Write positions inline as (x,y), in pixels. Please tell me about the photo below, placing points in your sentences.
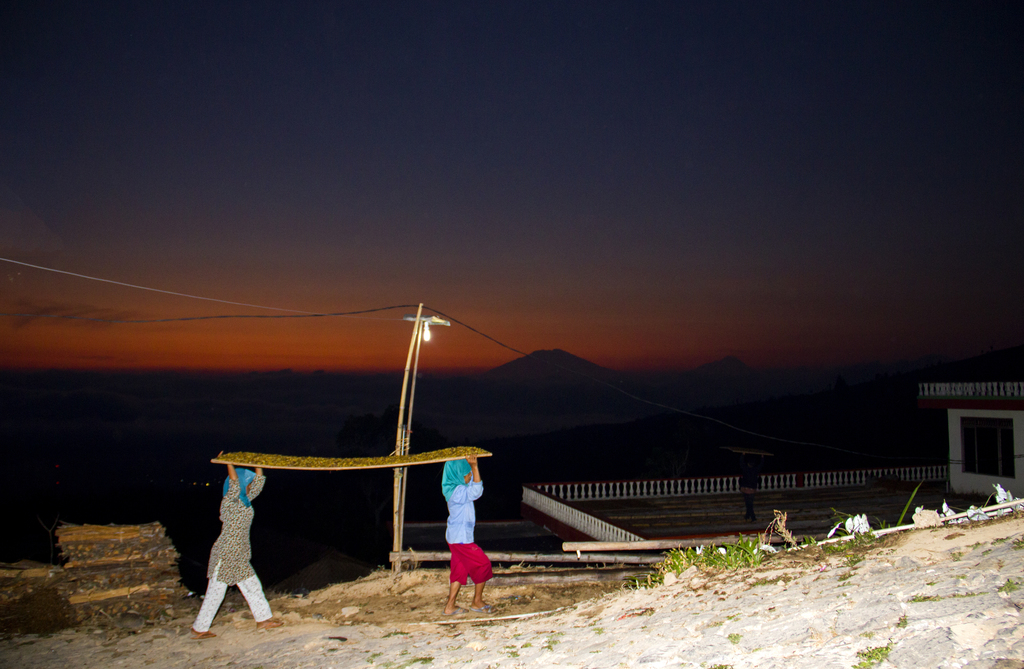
In the image there are two persons (473,514) walking and holding an object (374,463) in their hands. Behind them there are wooden logs (615,557). And also there is a pole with a bulb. And also there is a building (951,402) with railings (996,388), walls (1016,431) and windows (982,467). In the background (417,402) there are hills (931,447). At the top of the image (475,215) there is sky (442,355).
